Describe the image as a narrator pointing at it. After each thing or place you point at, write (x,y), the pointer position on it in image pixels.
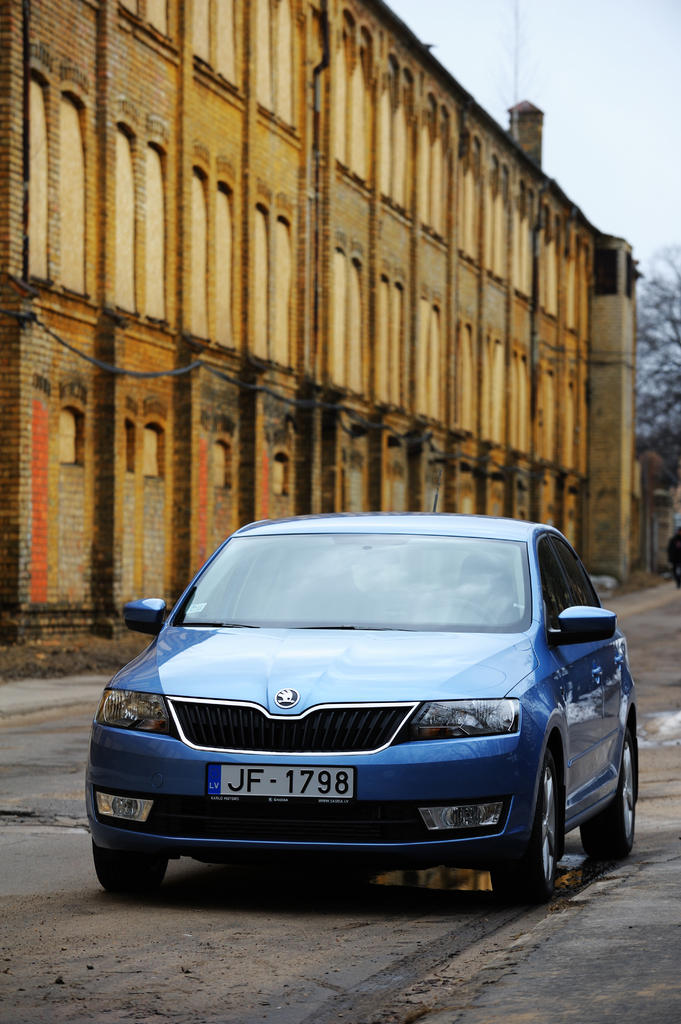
In this image there is the sky (593,60) towards the top of the image (603,51), there is a building (281,317) towards the left of the image (213,237), there is road (386,959) towards the bottom of the image (309,964), there is a tree (661,369) towards the right of the image (657,358), there is a car (394,724) on the road (67,771), there is an object (671,565) towards the right of the image (680,557), there is a wire (356,423).
